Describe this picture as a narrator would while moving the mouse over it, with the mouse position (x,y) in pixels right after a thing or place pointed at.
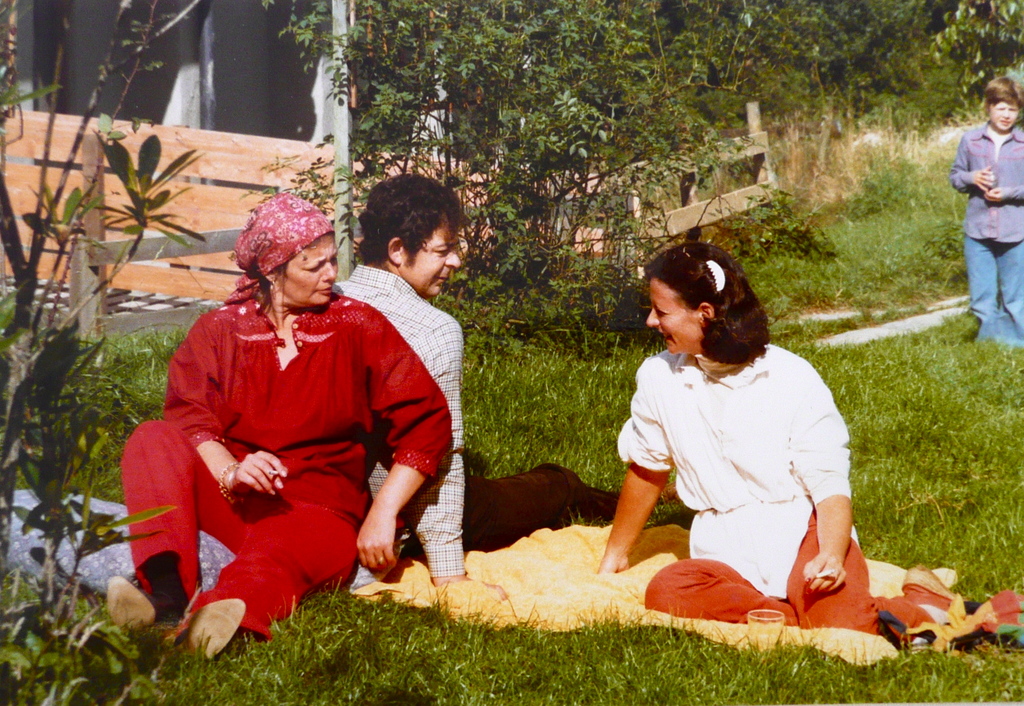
Land (499,353) is covered with grass (899,539). These three people (703,478) are sitting. Far this boy (994,329) is standing. Background (193,136) there is a fence (271,141) and plants (589,193).
